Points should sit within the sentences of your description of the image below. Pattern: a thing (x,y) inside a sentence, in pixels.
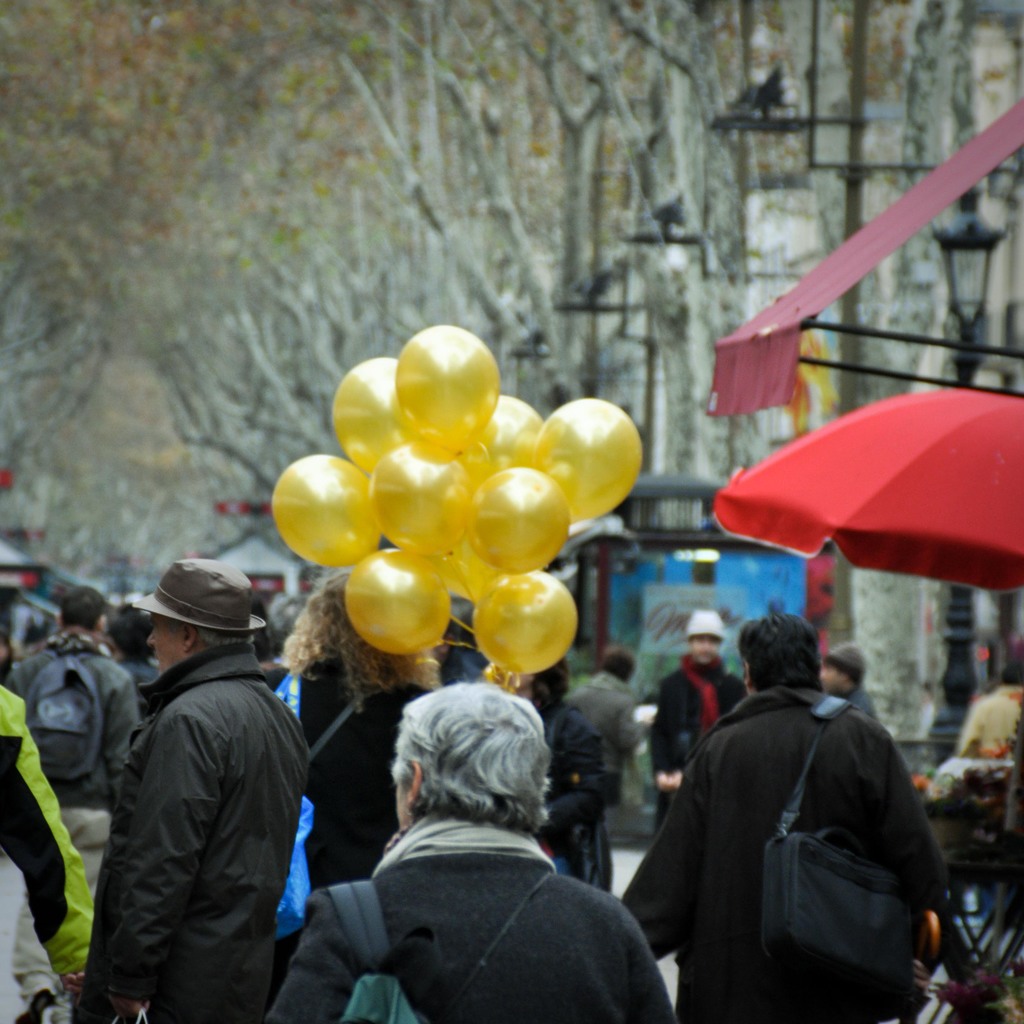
In the foreground of this image (547,840), there are people (601,989) where a woman (376,727) wearing bag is holding balloons (513,630). On the right (954,462), there is red color umbrella (917,501) and a canopy (785,345) under which there are potted plants (992,833) like objects (993,847) on the table (971,940). In the background (149,563), there are few people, trees (368,235) and it seems like buildings (770,247) on the right (770,237).
